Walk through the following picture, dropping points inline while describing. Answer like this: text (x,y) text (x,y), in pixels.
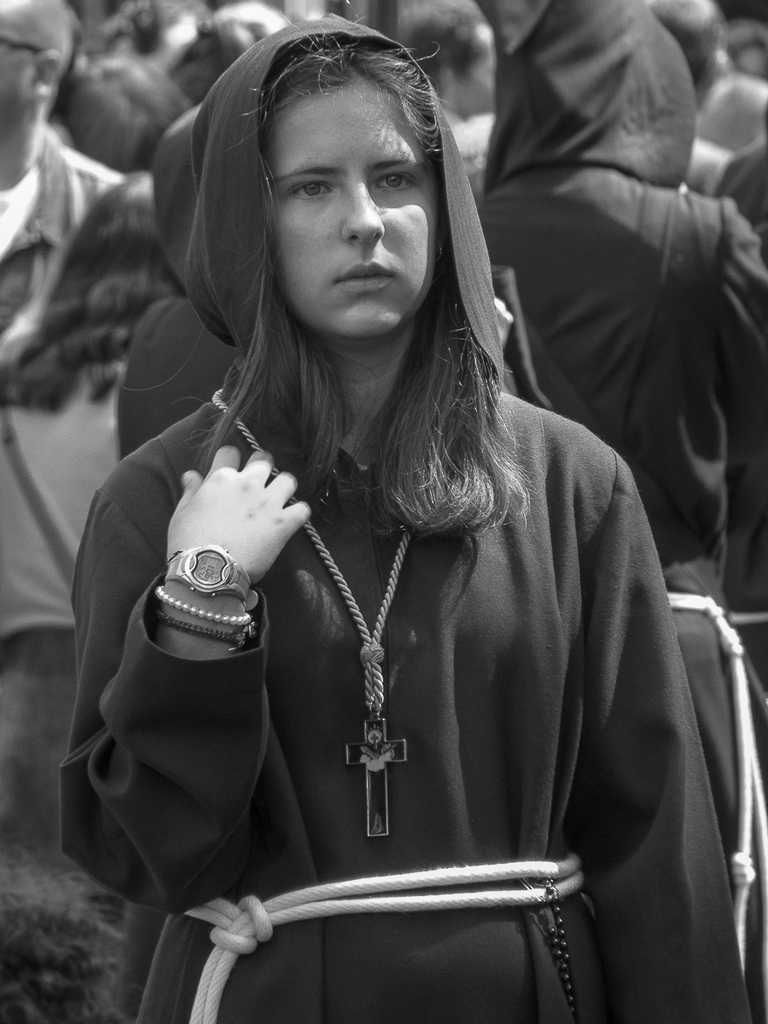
In the image we can see there is a woman (427,595) wearing a black jacket (566,467) and there is a white colour rope (214,956) tied around her. She is wearing a cross necklace (372,784) around her neck (362,436) and behind there are other people (31,517) standing.
